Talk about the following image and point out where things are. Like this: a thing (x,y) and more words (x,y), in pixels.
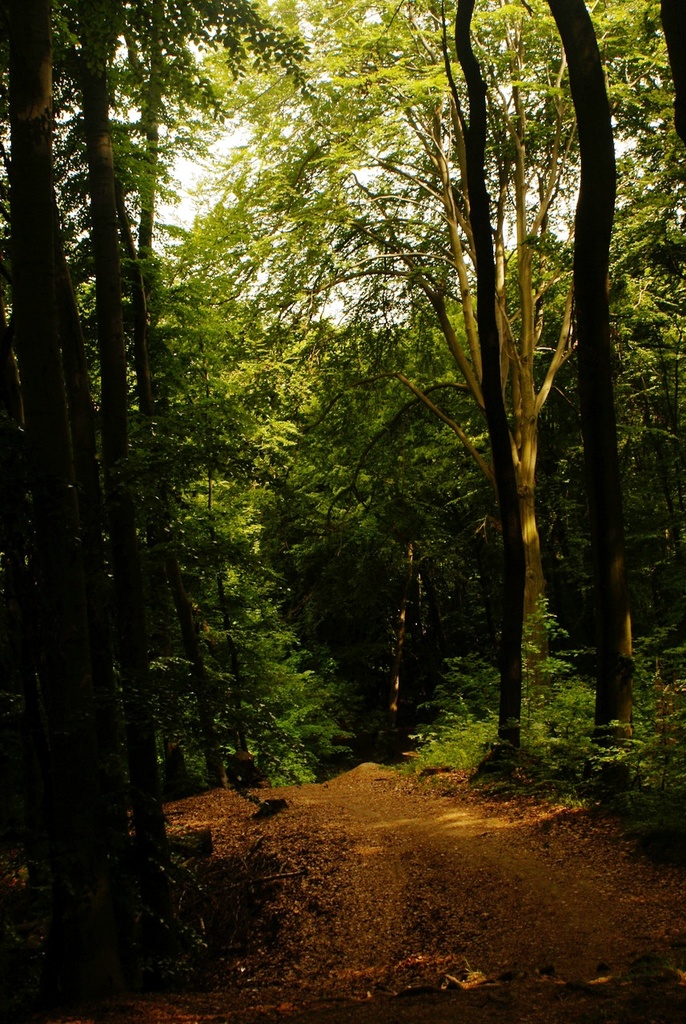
In this image there is a road (330,866) with dried leaves (328,850). In the background of the image (349,582) there are plants (642,645), trees (334,192) and sky (185,204).
